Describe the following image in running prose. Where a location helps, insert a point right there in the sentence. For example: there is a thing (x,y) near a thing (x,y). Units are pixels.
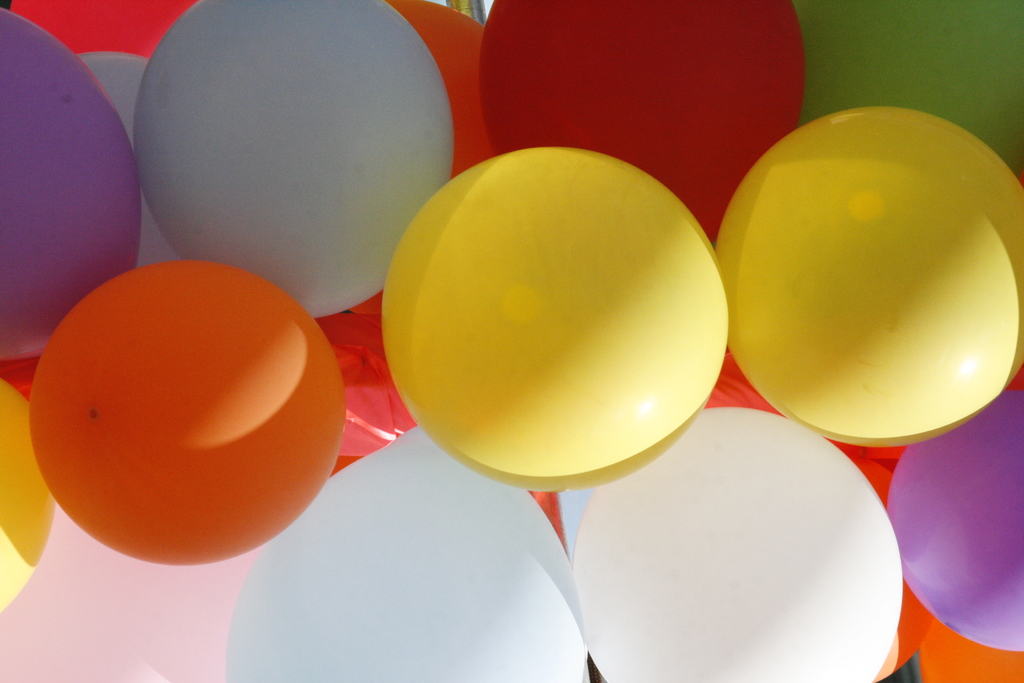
In this image there are colorful balloons (387,216).
